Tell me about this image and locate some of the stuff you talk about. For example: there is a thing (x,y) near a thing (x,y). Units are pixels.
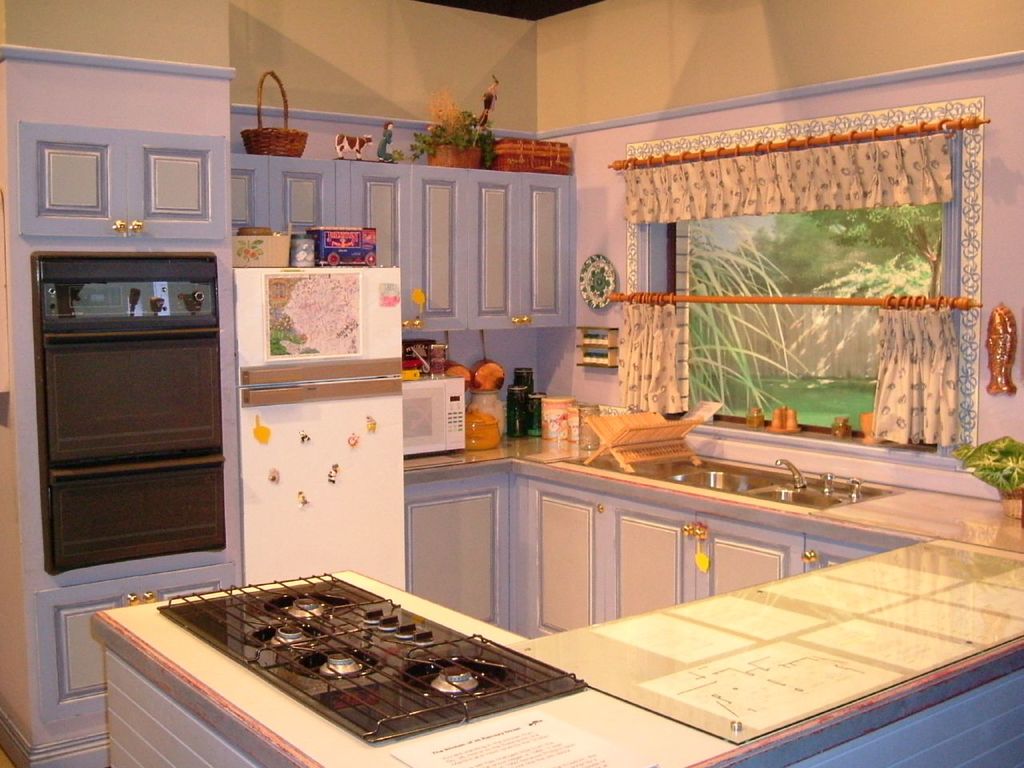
At the bottom (428,634) we can see a gas stove (454,665) and other objects (547,735) on a table (363,756). In the background (583,559) there are cupboards (414,323), objects (361,312) on a fridge (326,460), cupboards (438,504), micro oven (449,444), stand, boxes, sink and other objects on a cupboard table (676,561). We can see the sink (800,492) and taps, window (725,278), curtains (642,394) and on the left side (105,501) we can see objects (142,442). Through the window (690,322) we can see trees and sky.
